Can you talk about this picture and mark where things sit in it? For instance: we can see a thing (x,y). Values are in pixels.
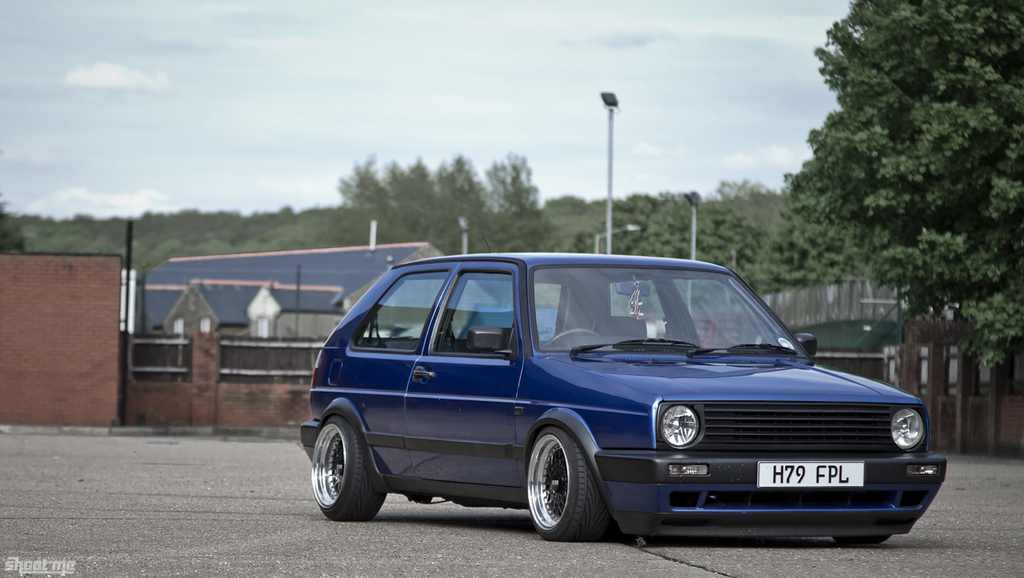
This picture is clicked outside. In the foreground (662,499) we can see a blue color car (538,343) parked on the ground (178,490). In the background (141,75) we can see the sky (225,161), trees (465,191), poles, house (270,287) and some other objects (810,311). In the bottom left corner (10,565) we can see the text (24,565) on the image.
